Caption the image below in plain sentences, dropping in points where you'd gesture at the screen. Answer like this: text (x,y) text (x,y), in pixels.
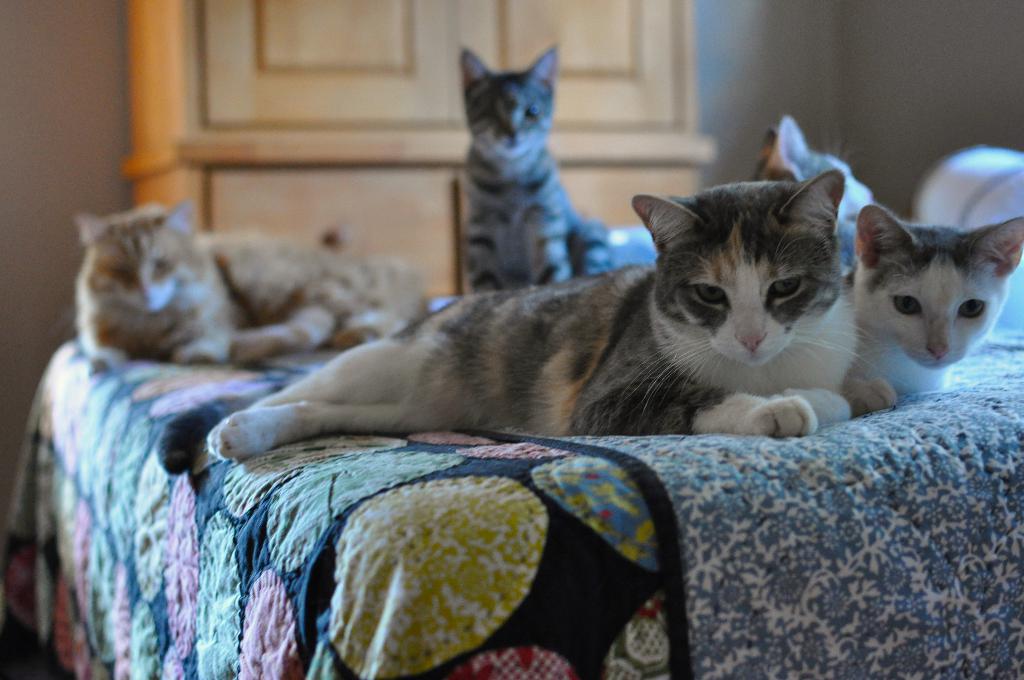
In this image we can see a few cats (551,392) on the bed (732,515), in the background (244,218), we can see a cupboard (407,94) and the wall (117,79).
